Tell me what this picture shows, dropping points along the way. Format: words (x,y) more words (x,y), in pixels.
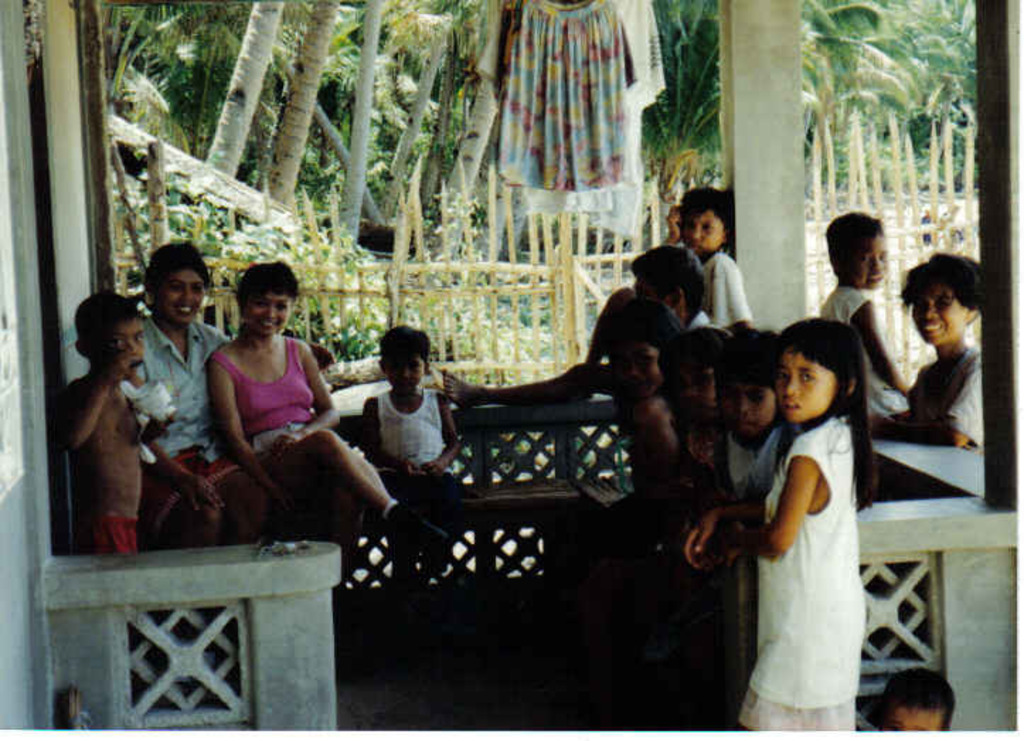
In the given picture, we can see a group of people (818,371) standing, few (674,319) are sitting behind the people (298,448), we can see some trees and clothes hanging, finally we can see a wooden fencing boundary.
